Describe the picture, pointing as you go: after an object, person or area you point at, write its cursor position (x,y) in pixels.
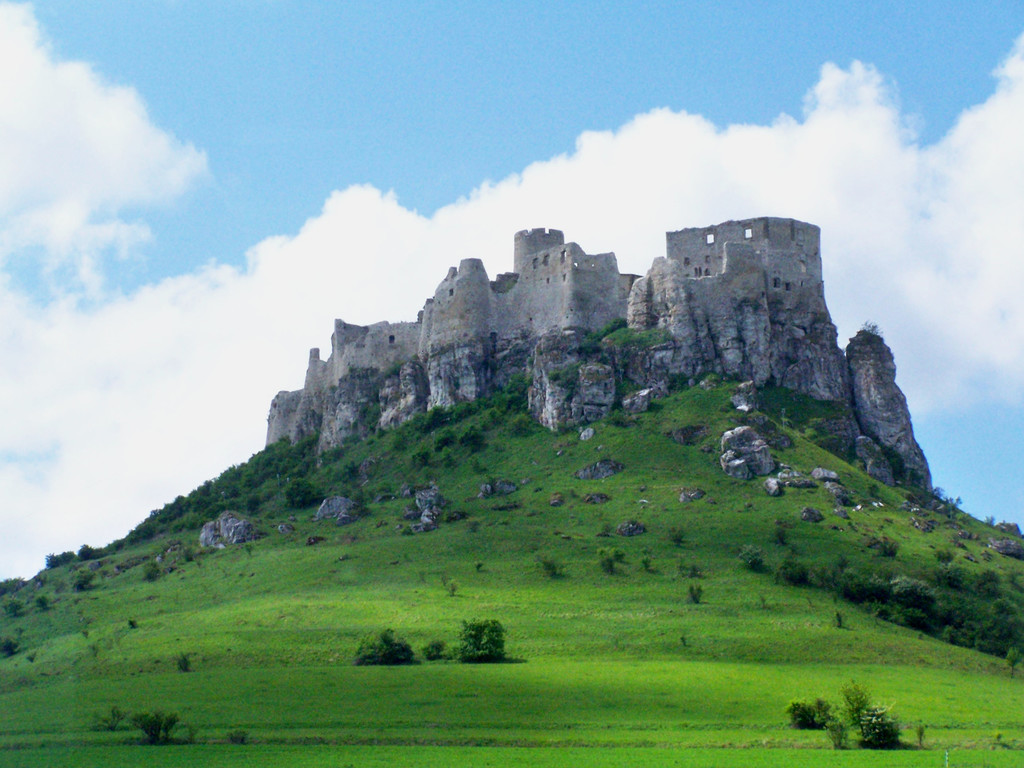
In this image I can see a fort (512,308) and trees (491,407). The sky (301,128) is in blue and white color.
